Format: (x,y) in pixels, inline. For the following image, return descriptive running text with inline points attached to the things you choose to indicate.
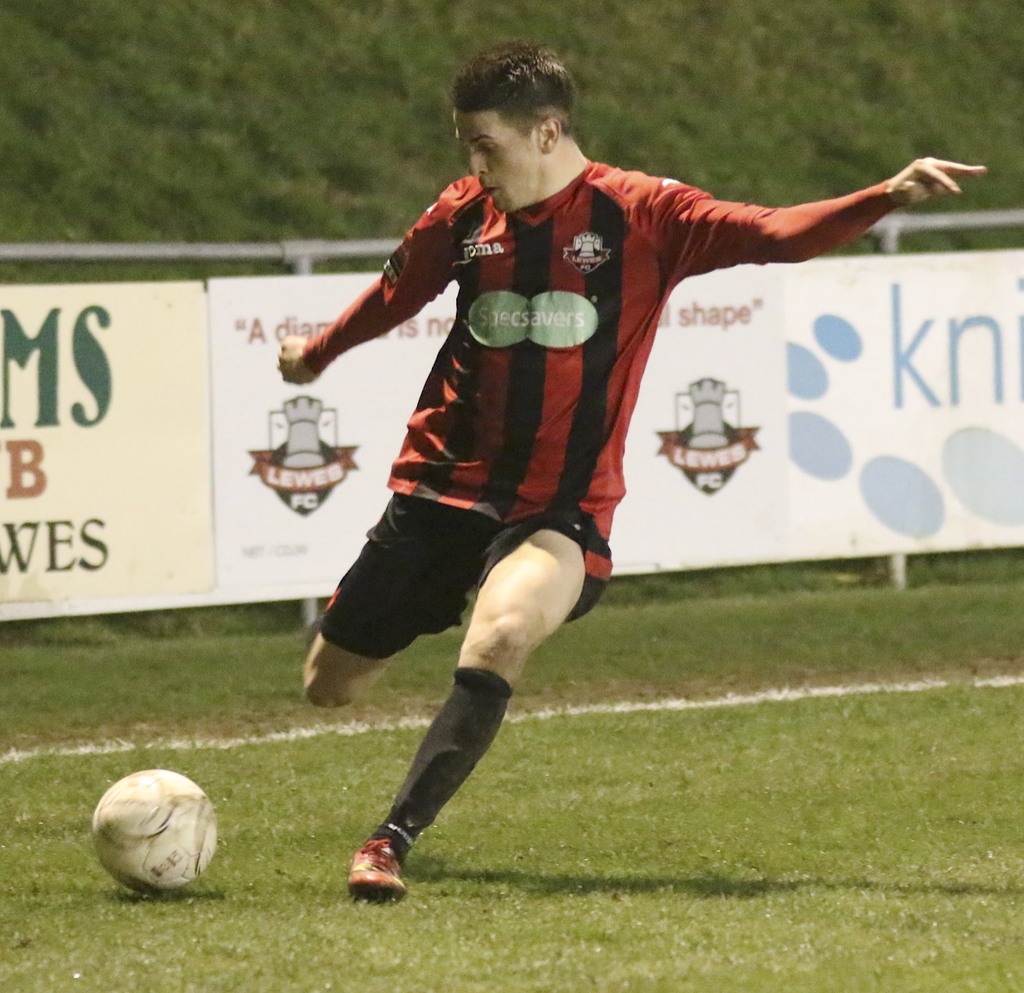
In this image a person (468,530) is about to kick a football (151,819). Around the field (129,753) there is boundary (846,399). On the boundary (955,394) there are banners (915,441). In the background (111,136) there are grasses (182,85).
